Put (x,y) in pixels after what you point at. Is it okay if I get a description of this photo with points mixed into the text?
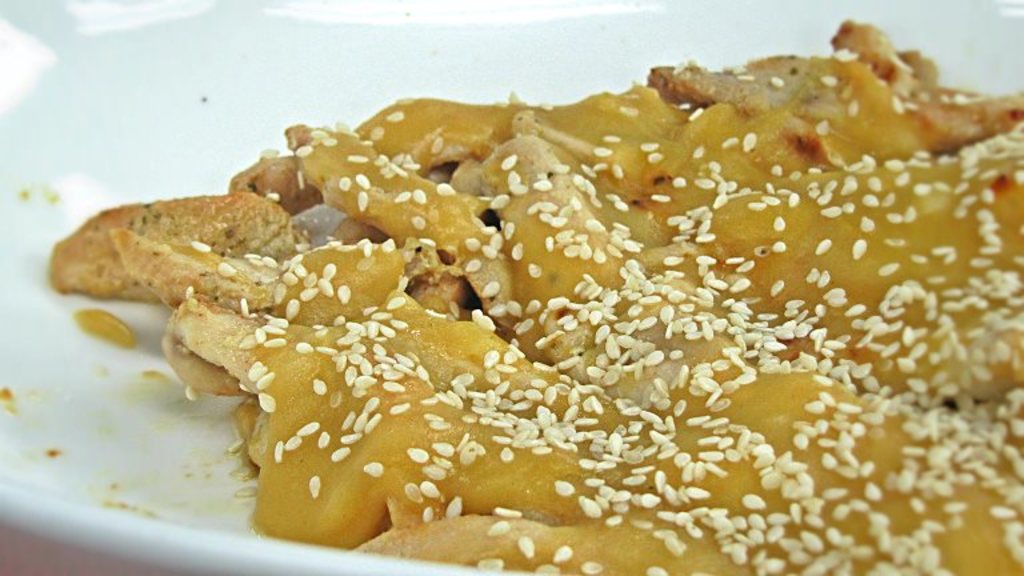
This image consists of a food item (512,362) kept in a plate (78,447).
